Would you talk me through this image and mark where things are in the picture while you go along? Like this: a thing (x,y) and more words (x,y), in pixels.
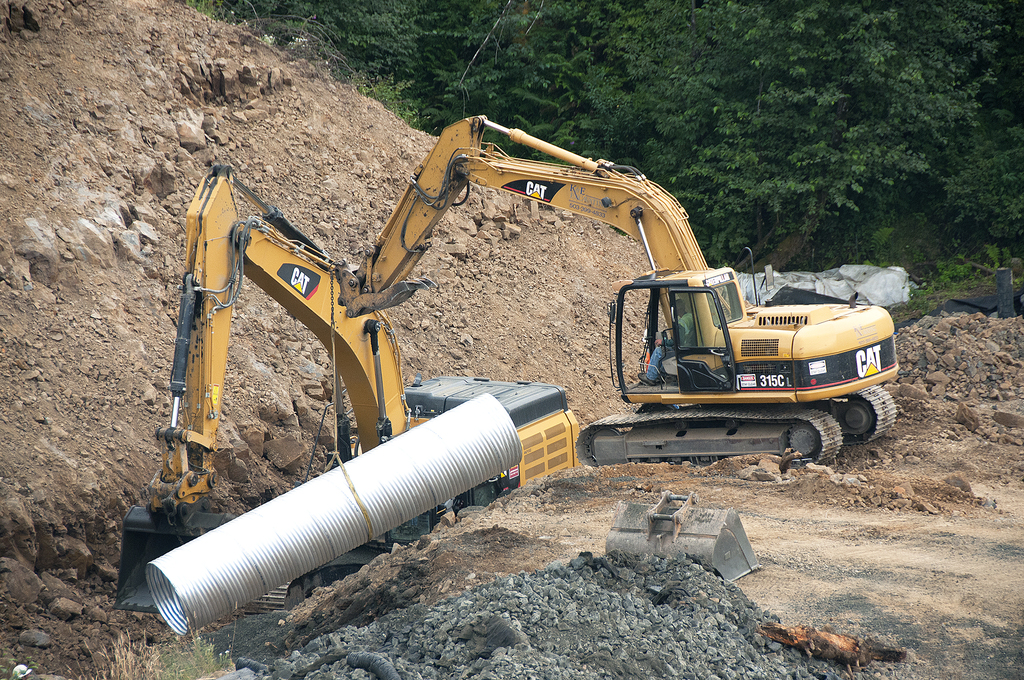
There are two cranes (419,418) present in the middle of this image (365,380). one crane (399,423) is holding an object (367,491). There is a sand surface (330,183) in the background (490,309). There are some trees (607,79) at the top of this image (744,108).
